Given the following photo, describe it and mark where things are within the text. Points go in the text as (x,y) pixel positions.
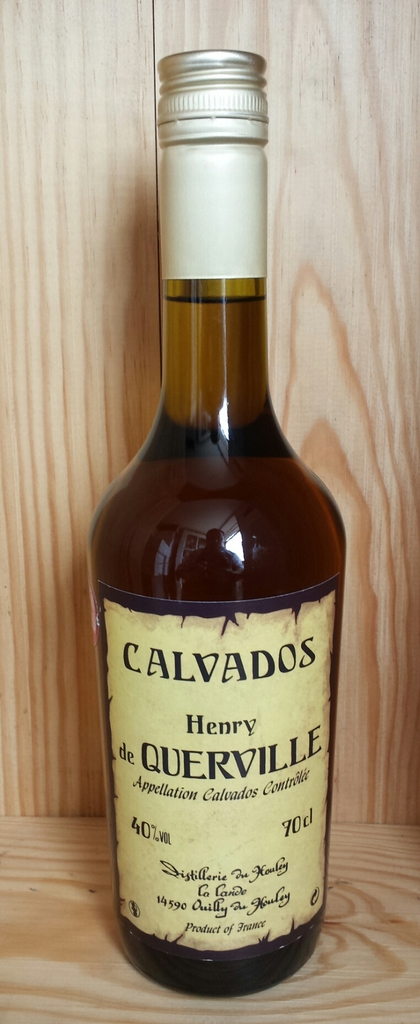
On the table (34,834) there is a bottle (219,735) with the label (213,749).
